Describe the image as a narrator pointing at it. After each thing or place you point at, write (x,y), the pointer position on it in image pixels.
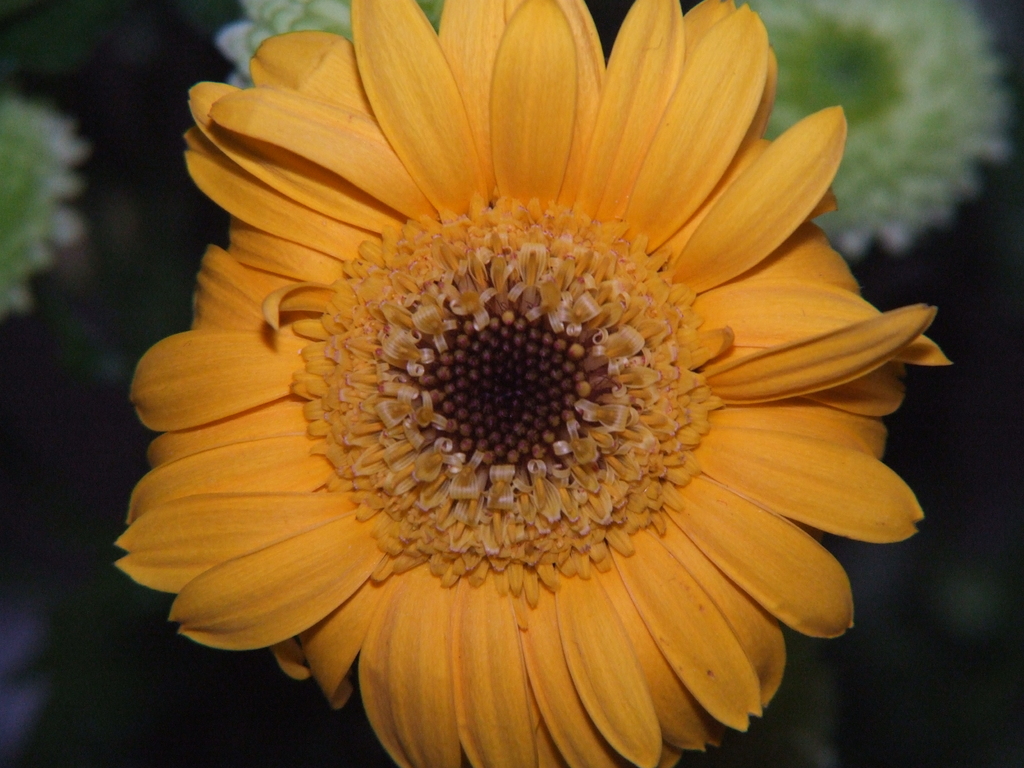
In this picture I can see a flower (579,284) in front (473,122) which is of yellow and brown color. In the background (48,160) I can see 3 more flowers (48,160), which are of white color and I see that it is a bit dark.
